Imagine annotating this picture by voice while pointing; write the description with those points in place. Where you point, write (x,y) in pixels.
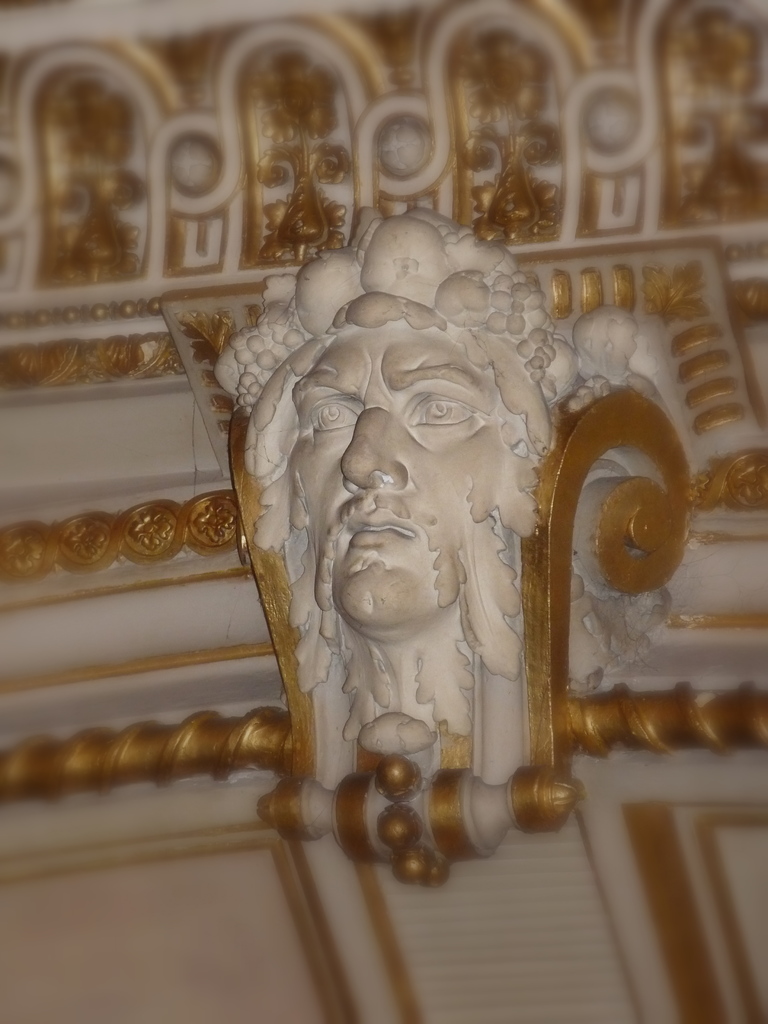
In this image there is a sculpture (412,444), in the background (125,72) it is blurred.
